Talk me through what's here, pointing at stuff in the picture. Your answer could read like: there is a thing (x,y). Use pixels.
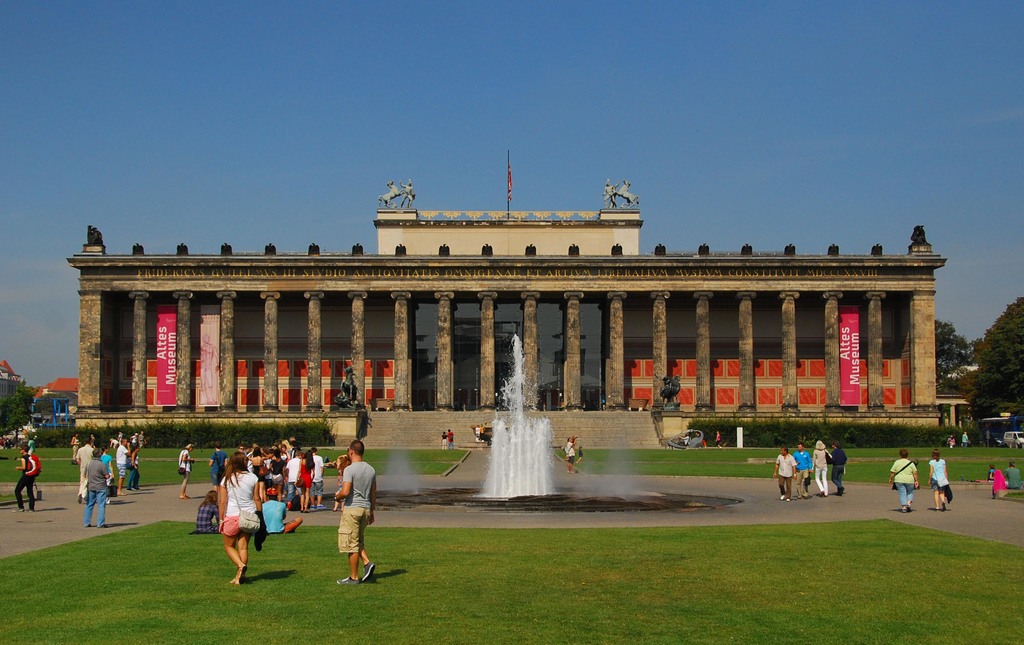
In the foreground (185,512) I can see a group of people (246,486) on the grass (511,541) and a fountain (472,502). In the background (385,335) I can see pillars (447,344), building (431,274), statues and a flag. At the top (335,103) I can see the blue sky (363,103). This image is taken may be during a day.
